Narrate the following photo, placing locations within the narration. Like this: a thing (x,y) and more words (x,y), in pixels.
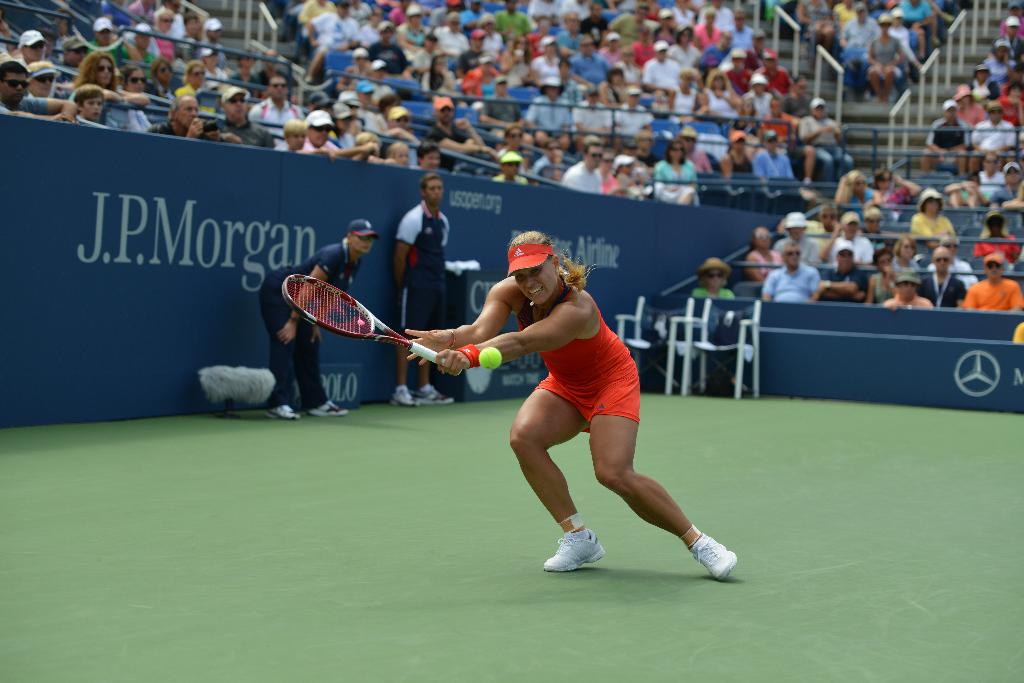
A lady (569,378) who is wearing orange dress (576,354) is playing tennis and in the background (341,99) there are spectators (626,59) viewing her. There are also ball boys (414,251).
